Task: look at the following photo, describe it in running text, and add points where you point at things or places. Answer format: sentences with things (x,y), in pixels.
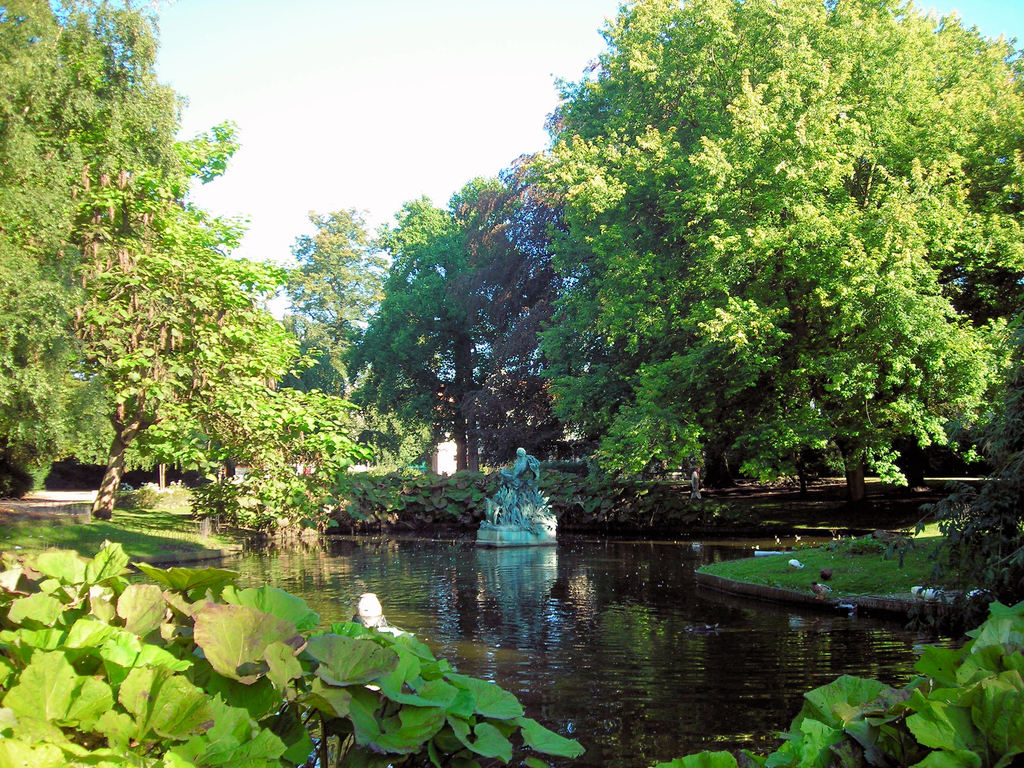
In the center of the image (505,497) there is a fountain (513,515) in the pond (515,606). In the background (645,284) there are many trees (696,287) and sky (323,113). In the foreground (547,733) we can see grass (888,570) and plants (795,764).
